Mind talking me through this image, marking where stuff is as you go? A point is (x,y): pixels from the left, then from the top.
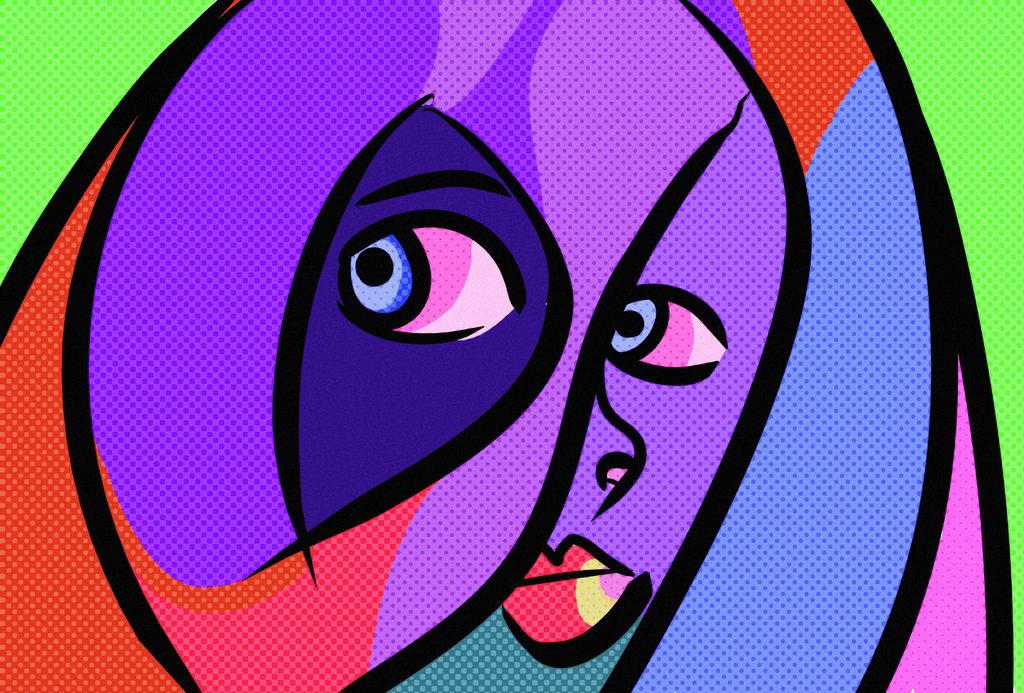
This is an digital art picture. In this image there is a picture of a woman (834,485) with different colors.
